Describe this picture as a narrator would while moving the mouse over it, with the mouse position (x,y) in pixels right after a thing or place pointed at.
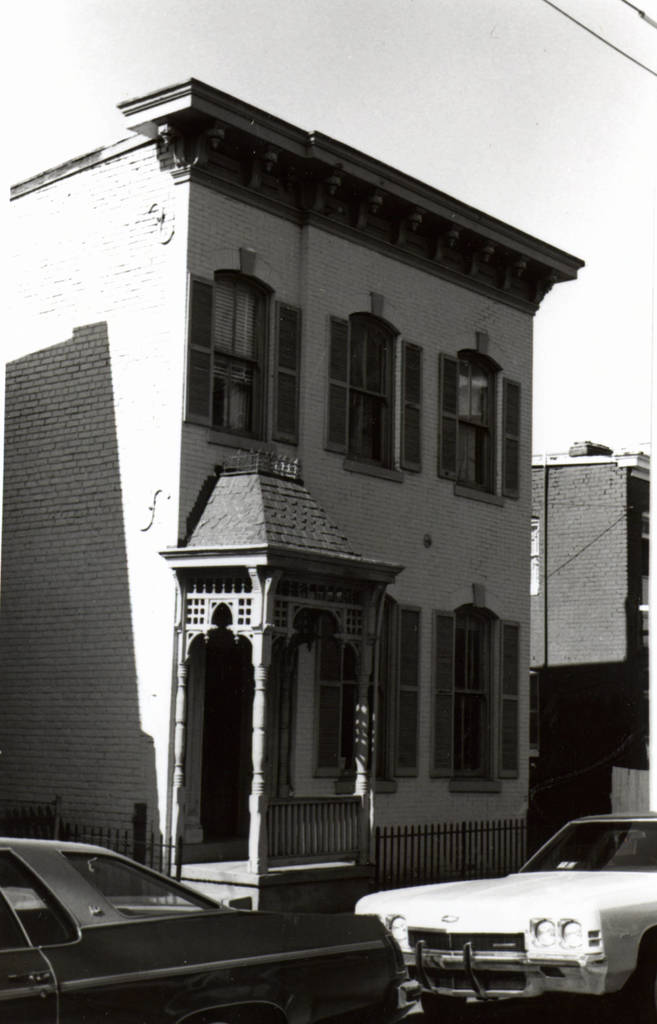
This picture is clicked outside. In the foreground (242,966) we can see the cars (533,924). In the center (254,549) we can see the buildings (353,430) and we can see the windows (398,712) and the railings (308,839) of the building (110,698). In the background (580,61) we can see the sky (580,61), cables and some other objects (610,778).
